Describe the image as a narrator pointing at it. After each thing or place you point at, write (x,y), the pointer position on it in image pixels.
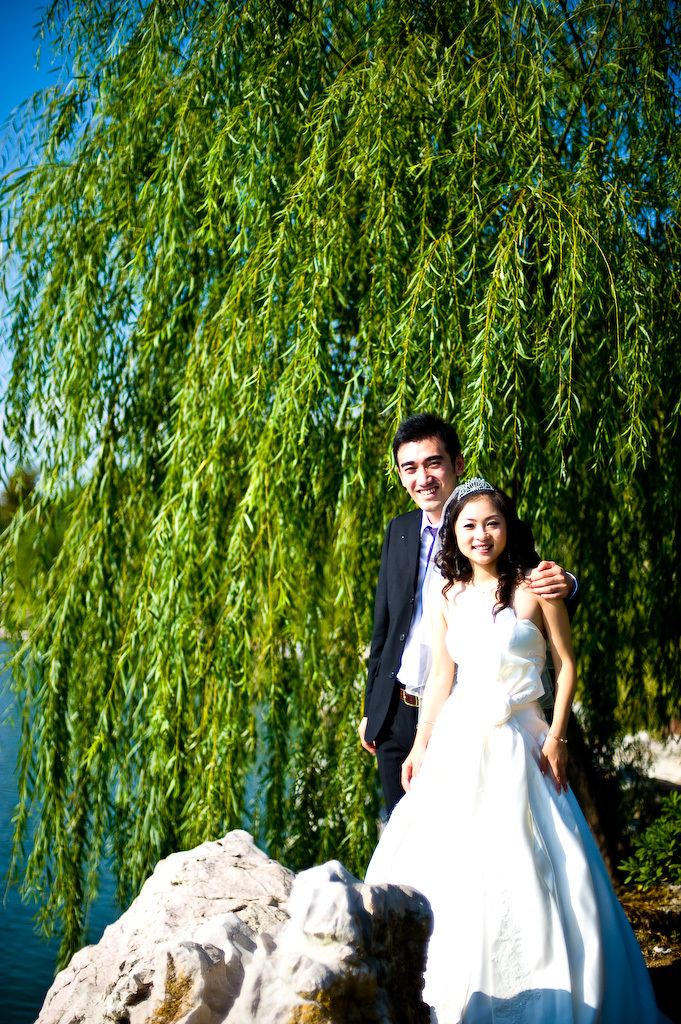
There is a man (428,472) and a woman (522,605) on the right side of the image (466,545), a woman (404,881) wearing a crown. There is water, greenery (225,582) and sky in the background area (145,433).
